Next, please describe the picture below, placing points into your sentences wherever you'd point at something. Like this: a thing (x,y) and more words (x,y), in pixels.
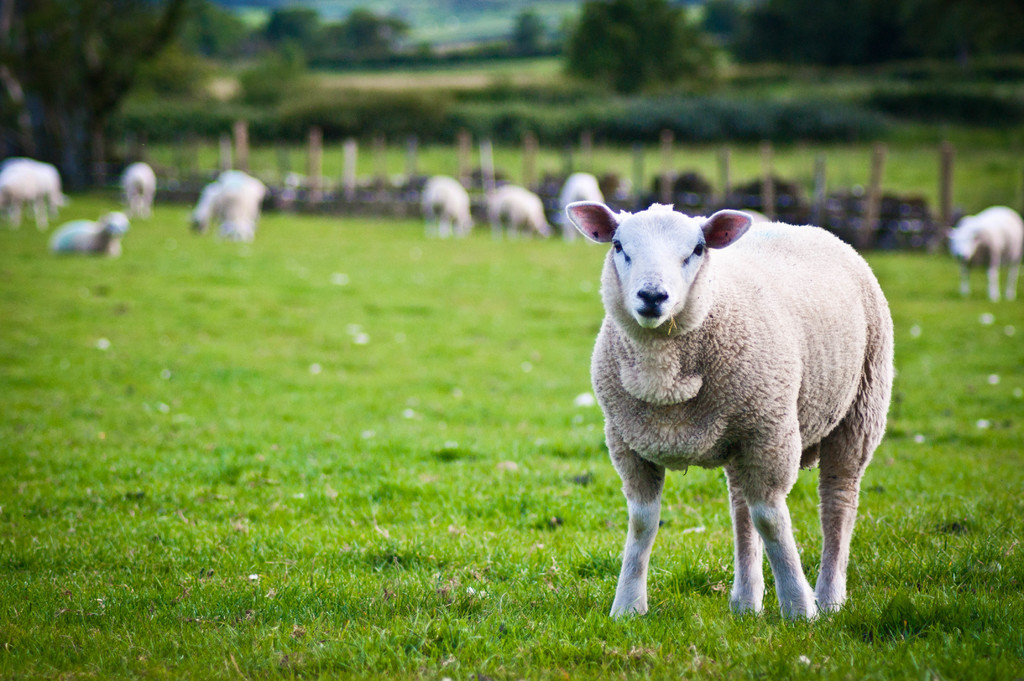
In this image I can see an animal (790,615) in white color, background (13,166) I can see other animals (32,174) eating grass (484,233) and I can see grass (419,258) and trees (35,94) in green color.
